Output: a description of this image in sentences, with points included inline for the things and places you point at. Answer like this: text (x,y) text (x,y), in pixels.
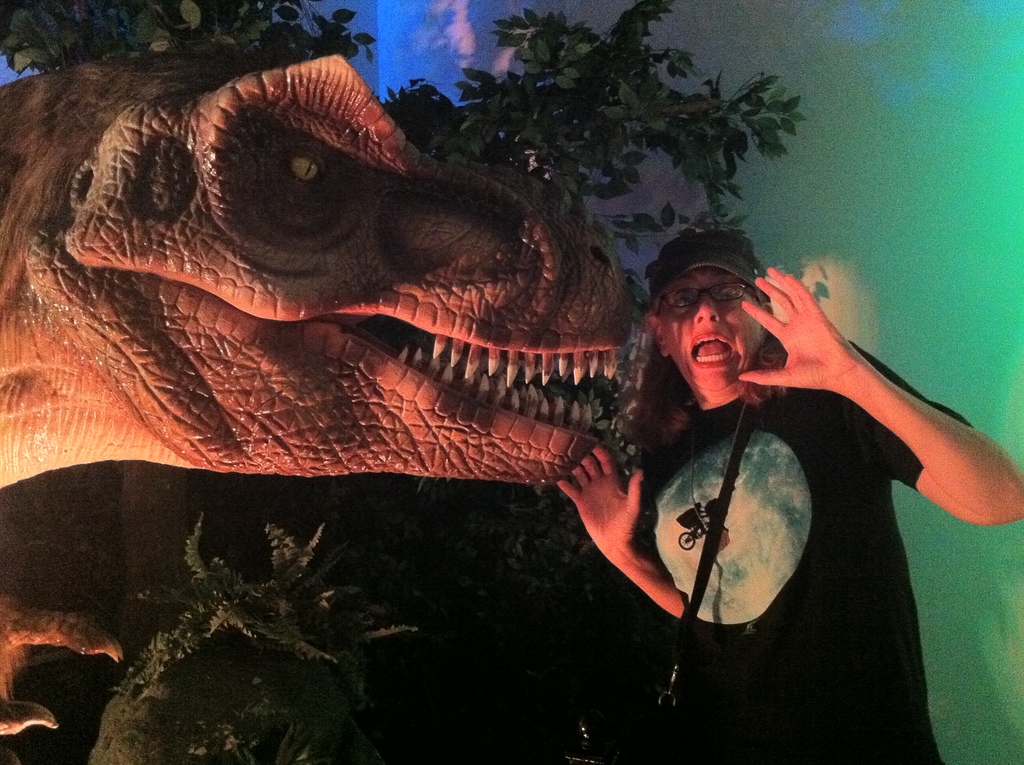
This image consist of a person (762,551) wearing a black T-shirt (751,559). In the background (578,148), we can see a wall (699,212) along with the plants (249,572). On the left (145,356), there is a dinosaur (133,294).
